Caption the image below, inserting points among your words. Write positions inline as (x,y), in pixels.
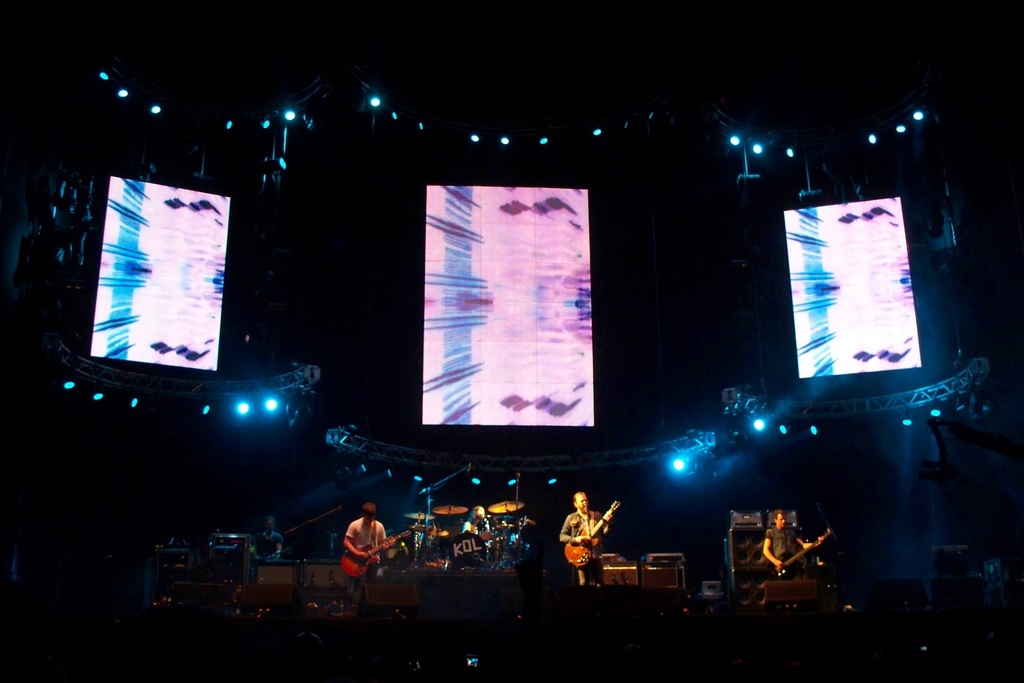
In this image there a few people (582,581) standing and musical instruments (430,565). In the foreground (383,539) there are three men (363,535) playing guitars (579,546). Behind them there are two people (276,534) playing keyboards (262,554), drums (463,532) and cymbals (443,508). At the top (874,130) there are metal pillars (617,118). There are lights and screens (469,285) on the pillars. The image is dark.
